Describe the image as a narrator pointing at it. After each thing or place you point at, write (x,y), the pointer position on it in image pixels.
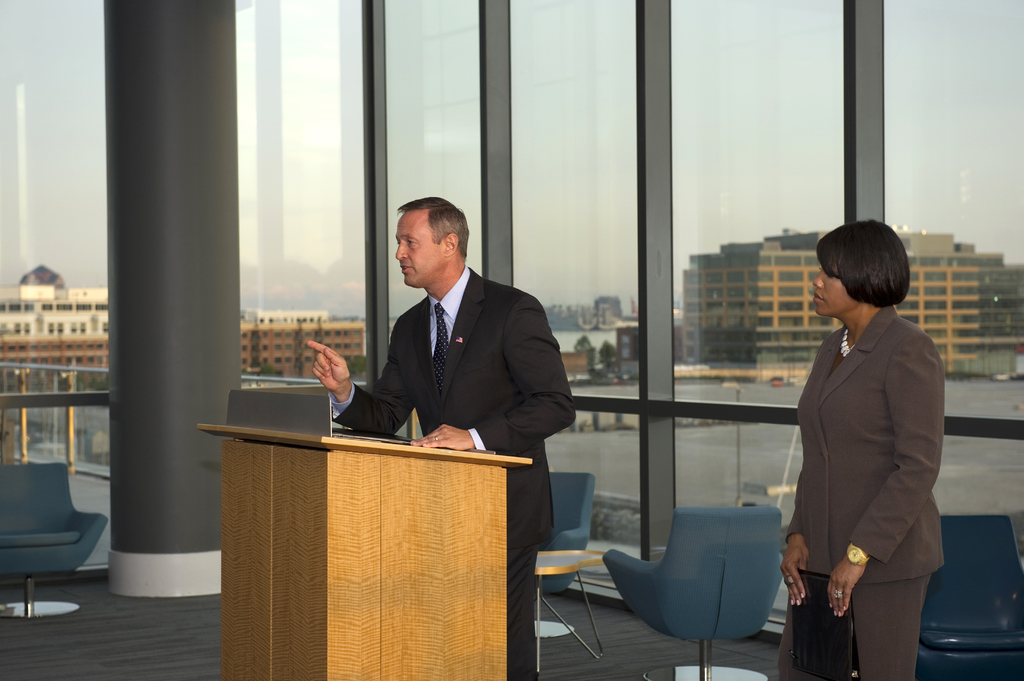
In this picture there is a man (431,378) standing and a woman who is also standing. There is a podium chair (394,563), table (562,563). There are some buildings (803,308) at the background (783,305).
